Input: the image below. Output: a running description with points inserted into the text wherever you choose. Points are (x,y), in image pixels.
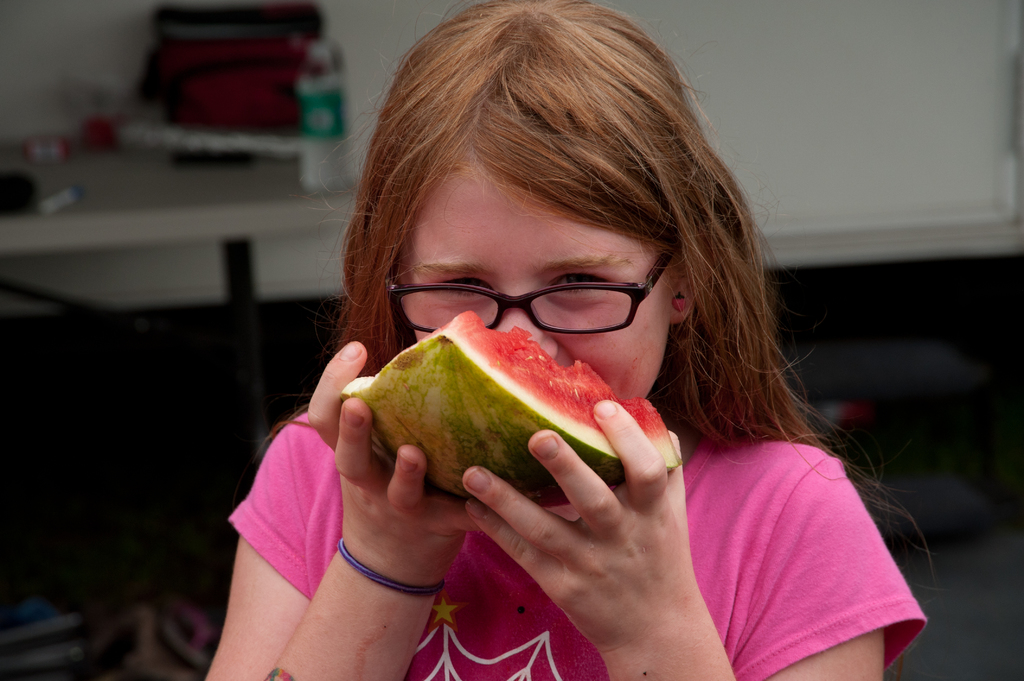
In this image there is a person (772,424) eating a watermelon (435,395), and at the background (327,154) there is a water bottle (324,178), bag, pen (50,201) and some objects (16,180) on the table (236,204) and on the floor (26,509).
